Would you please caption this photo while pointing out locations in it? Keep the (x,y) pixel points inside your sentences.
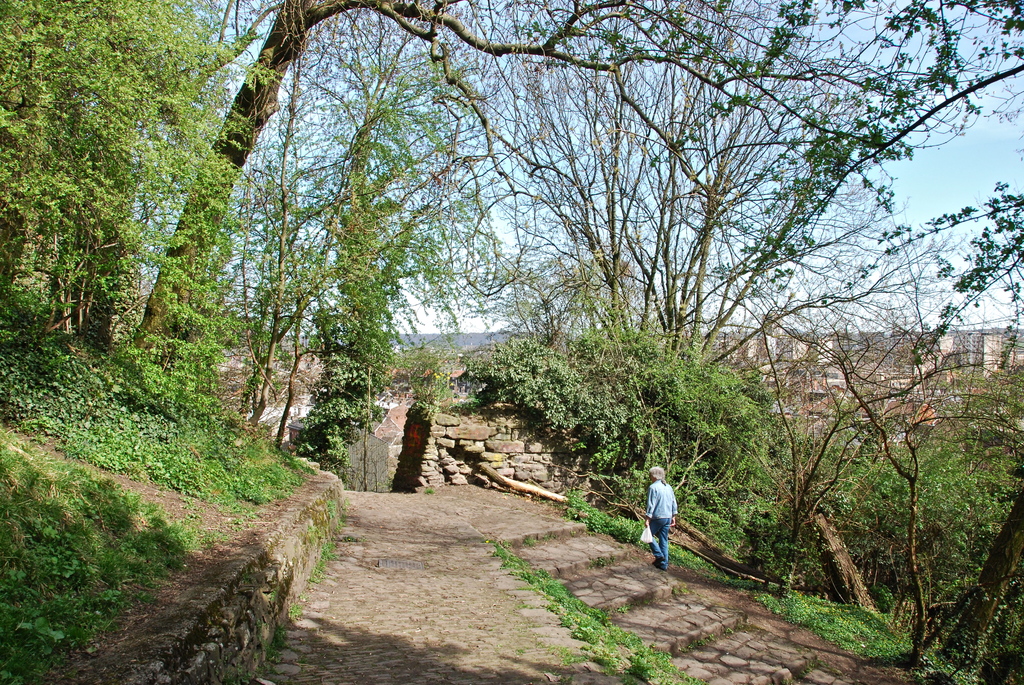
There is a road (399,572). Near to that there are steps (618,598). Also there is a small path (695,589). A person (669,523) holding a cover (647,529) is walking through that. On the ground (114,510) there are grasses (49,471). There are wall (449,448) with rocks (447,450). On the sides there are many trees (658,311). In the background (865,239) there is sky (923,181).
